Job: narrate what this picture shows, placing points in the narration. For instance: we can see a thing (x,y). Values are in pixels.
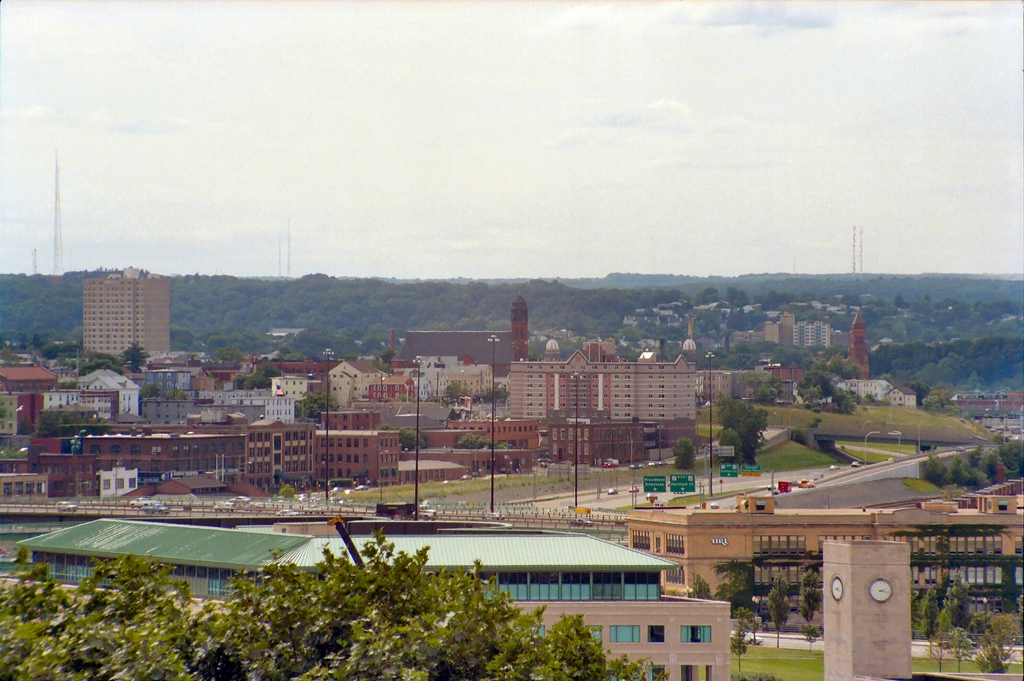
In this picture I can see there are few buildings (832,569) and there is a bridge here and there are vehicles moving on the bridge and there are trees (272,675), poles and the sky (97,47) is cloudy.
